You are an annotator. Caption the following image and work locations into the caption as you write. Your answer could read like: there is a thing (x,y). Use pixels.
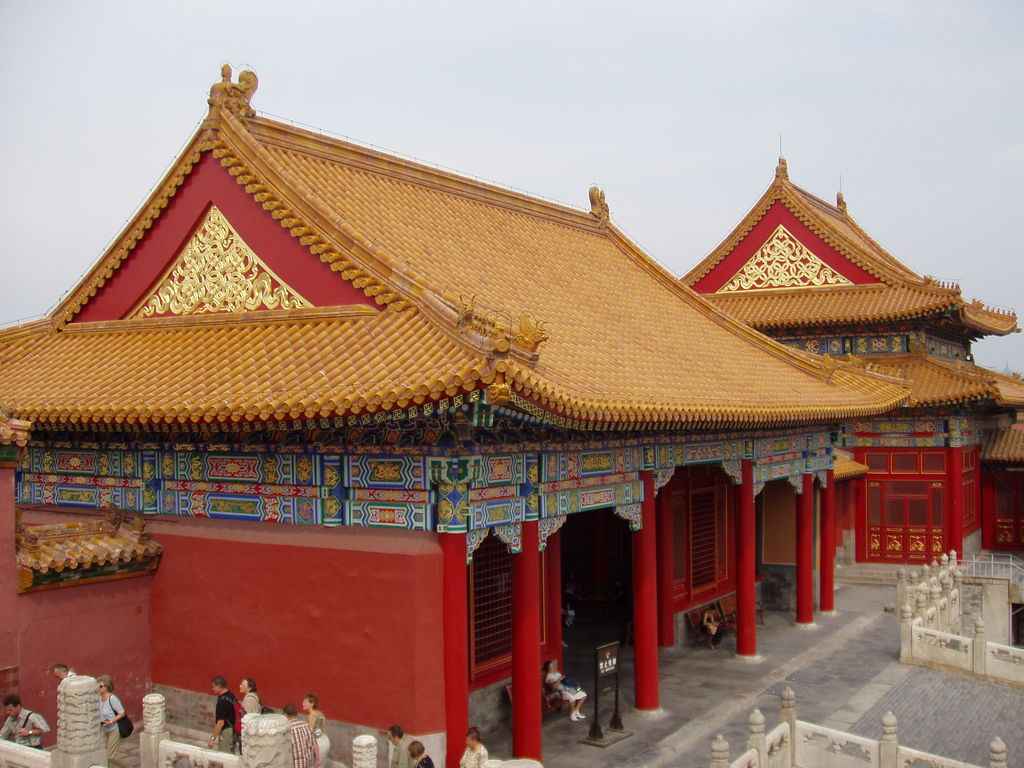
In this image there is the sky (636,61) towards the top of the image (636,61), there are buildings (511,490), there are pillars (656,555), there is a wall (309,594), there is a board (604,666), there is text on the board (618,667), there are group persons (248,708) walking, the persons (287,709) are wearing bags (243,716), there is a woman (570,707) sitting on the bench (548,695), there are objects (251,732) towards the bottom of the image (178,753), there is an object (994,594) towards the right of the image (1000,579).
